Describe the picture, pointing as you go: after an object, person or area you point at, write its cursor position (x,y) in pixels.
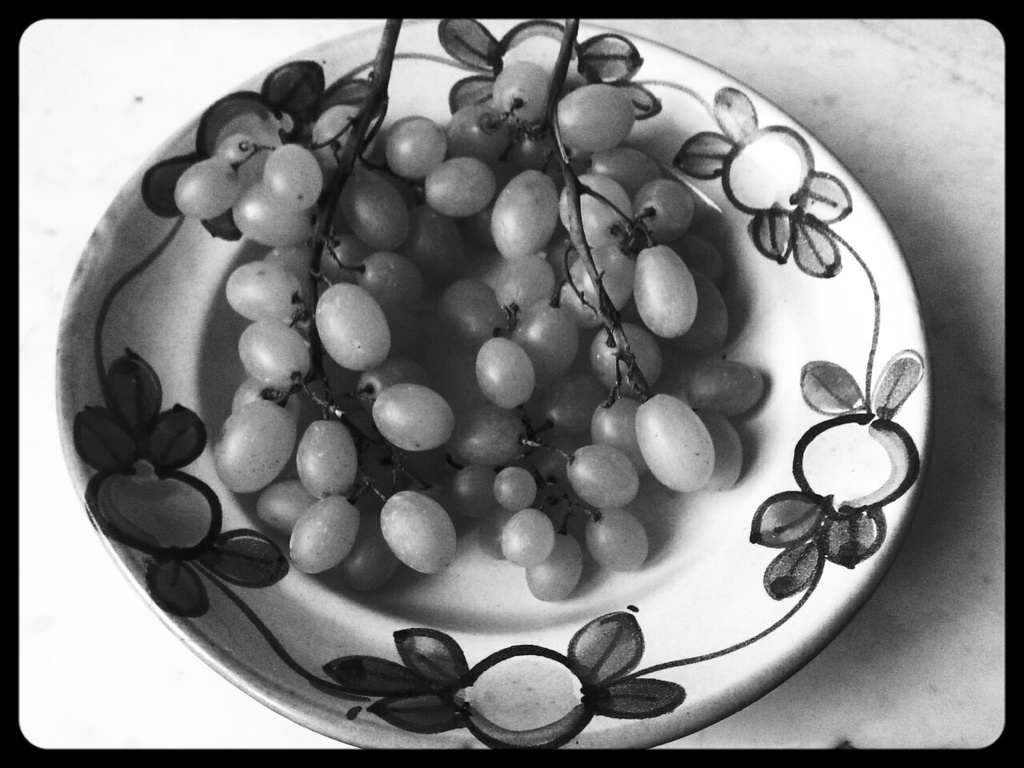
In this image there is a grape (636,202) on a plate (651,113). And there are placed on the table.
